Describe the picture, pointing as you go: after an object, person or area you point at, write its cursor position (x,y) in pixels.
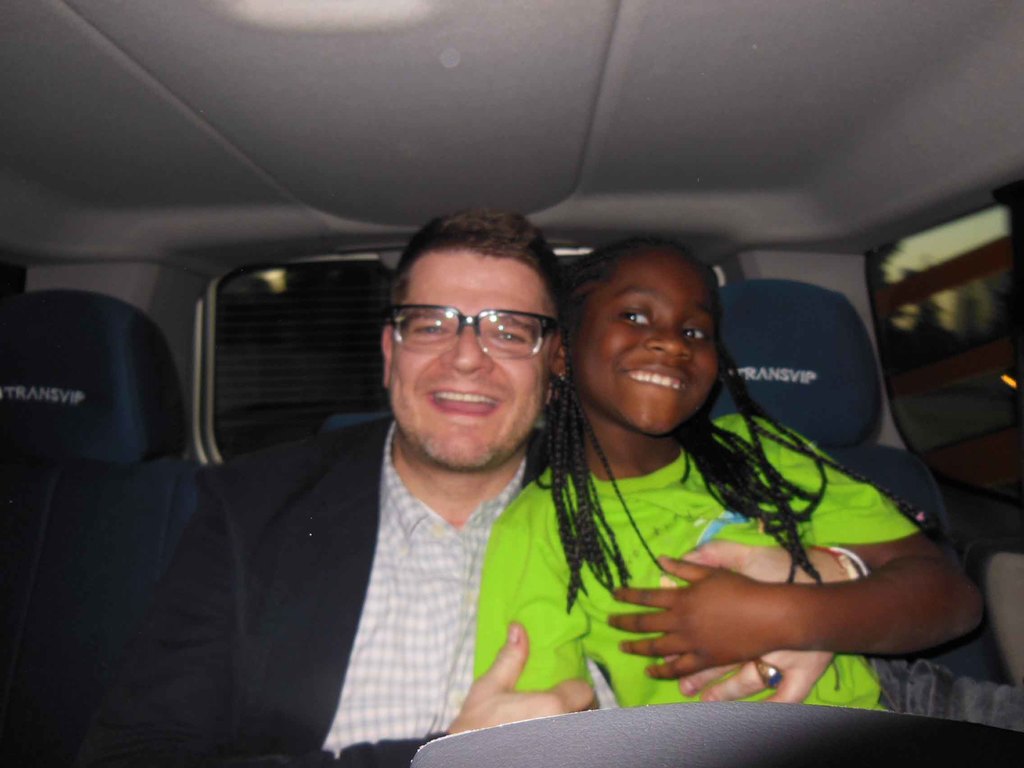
In this image there are two persons (658,490) sitting in the car (342,273). The man (454,508) at the left side (333,597) is having smile on his face (452,438). The girl (641,465) at the right side (705,525) wearing green colour shirt (662,511) is smiling. In the background (749,345) there are two seats (63,367).
